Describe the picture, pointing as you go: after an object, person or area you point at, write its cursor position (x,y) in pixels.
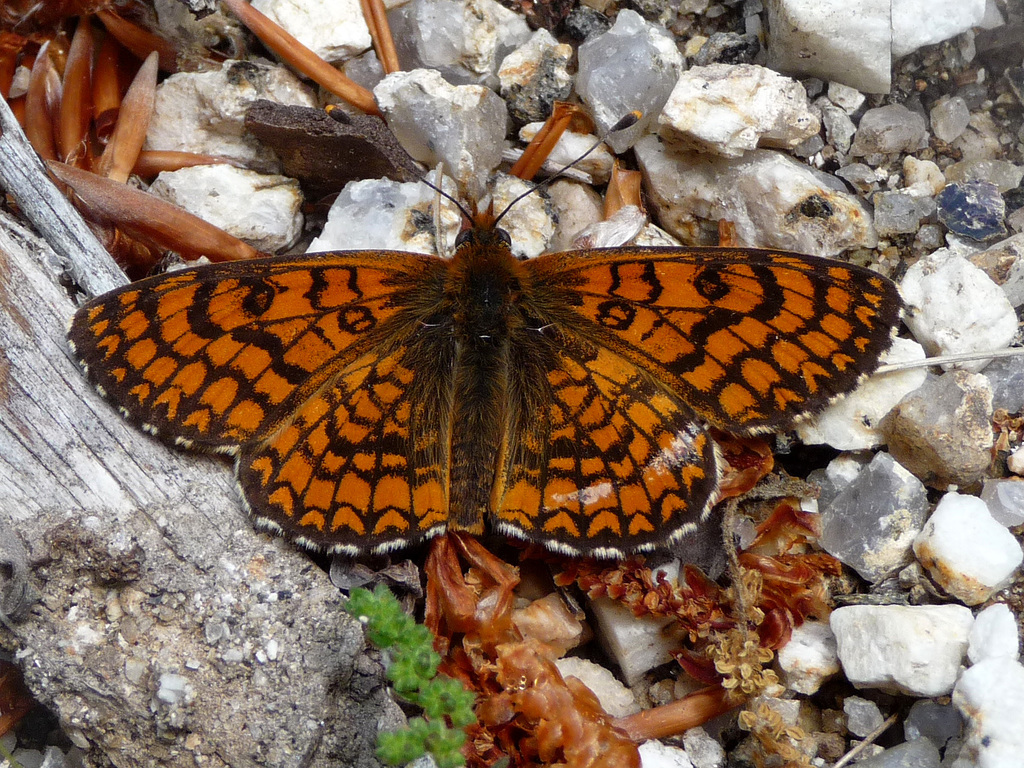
In this image, we can see a butterfly (466,231). We can see the ground (406,137) with some stones (806,190), leaves (463,701) and some objects (462,669). We can also see some wood (14,133) on the left (2,126).
